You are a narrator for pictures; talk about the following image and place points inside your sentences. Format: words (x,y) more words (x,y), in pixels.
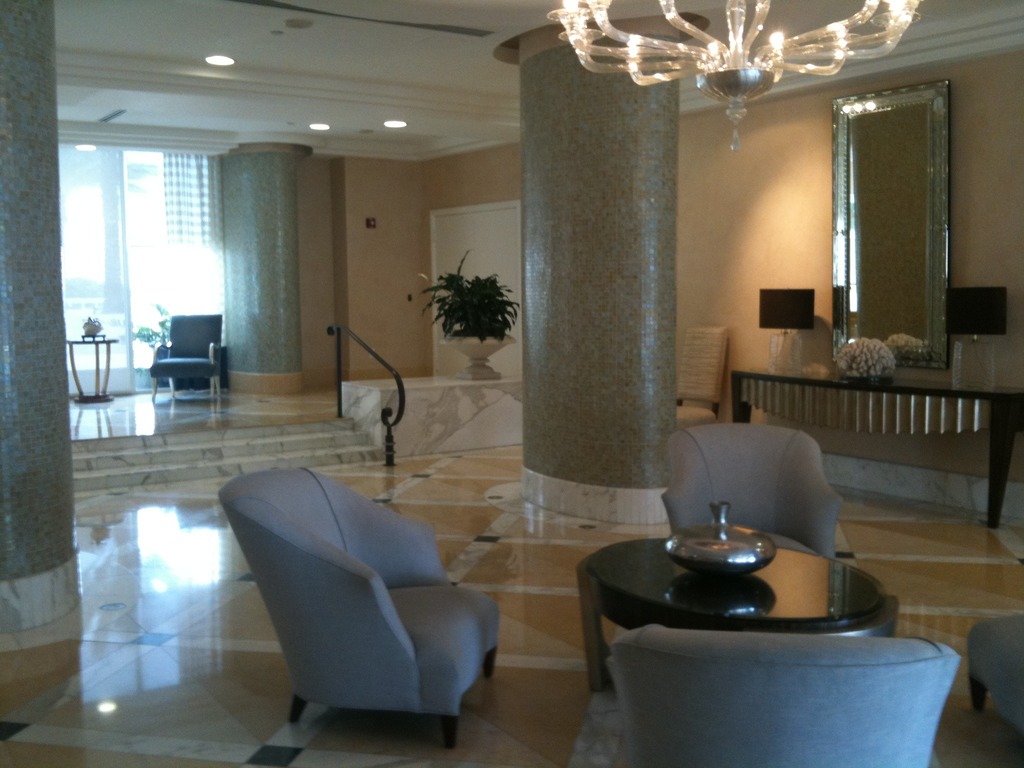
In this picture we can see the inside view of a living room (472,559). In front (355,664) we can see grey color sofa (658,636) with Center table (634,567). Behind we can see wooden table (790,376) and above a glass mirror (844,357). In the background (554,374) we can see big pillar (282,336), green plant (487,324) with white pot (485,351) and a glass door (133,339). Above on the ceiling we can see hanging chandelier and some spots lights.
